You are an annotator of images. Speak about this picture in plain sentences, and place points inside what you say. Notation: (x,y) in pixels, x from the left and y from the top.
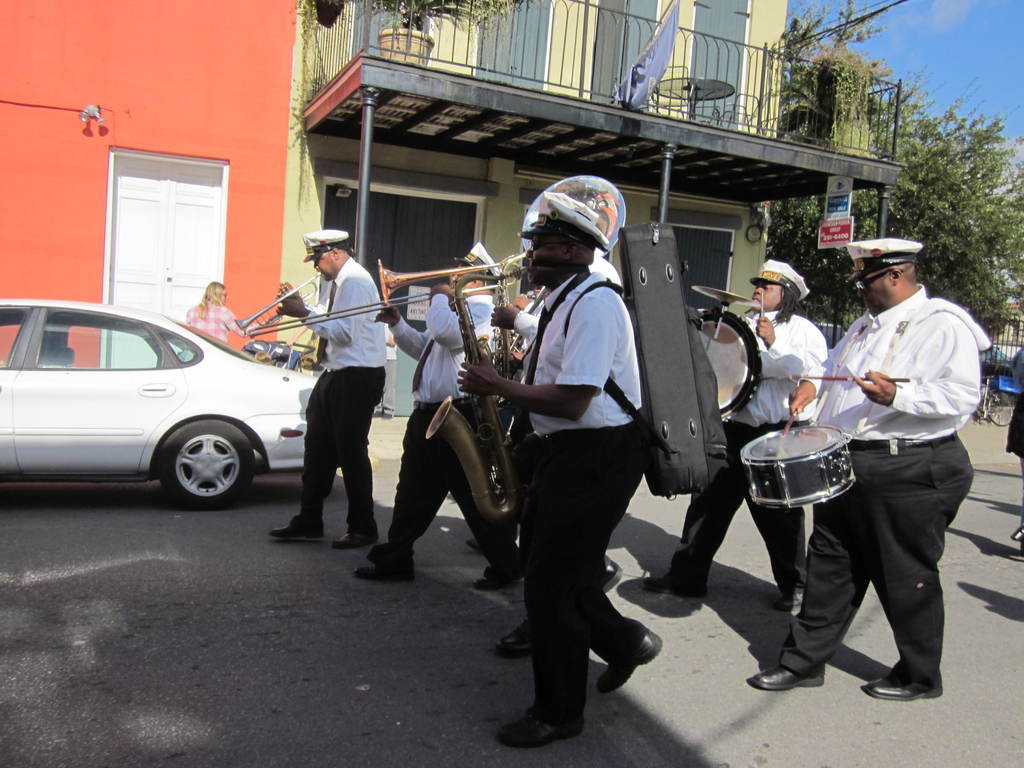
This picture shows group of people (771,271) holding musical instruments (468,341) and moving on the road (116,629) and we see a car (146,330) parked on the side and we see a building (354,7) and trees (996,159) and blue cloudy sky (965,75).
